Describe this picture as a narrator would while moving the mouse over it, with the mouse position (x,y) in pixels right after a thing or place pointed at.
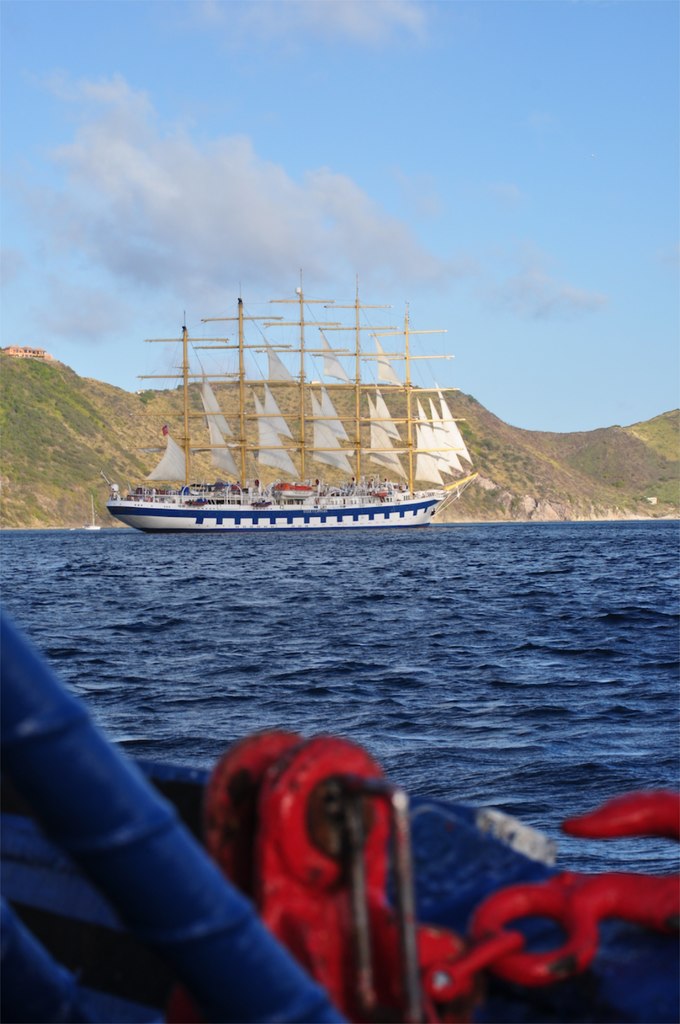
In this image I can see, at the bottom (345,879) there is an iron thing (340,900) in red color. In the middle (245,516) there is a ship (235,508) in the sea (326,594), at the back side (621,448) there are hills (621,448). At the top (362,192) it is the cloudy sky (402,205).
